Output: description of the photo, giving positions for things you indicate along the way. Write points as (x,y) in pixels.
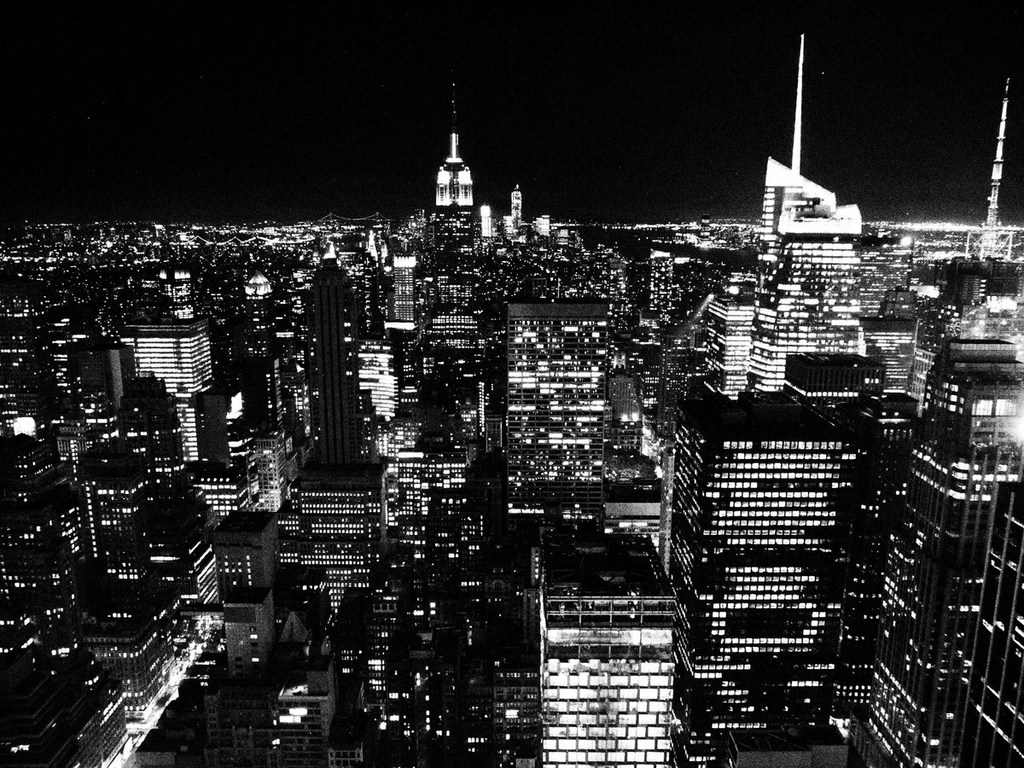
This is a black and white image. There are so many buildings (551,518) in the middle (511,373). There is sky (285,36) at the top (556,41). There are lights (787,523) in the buildings (617,408).
